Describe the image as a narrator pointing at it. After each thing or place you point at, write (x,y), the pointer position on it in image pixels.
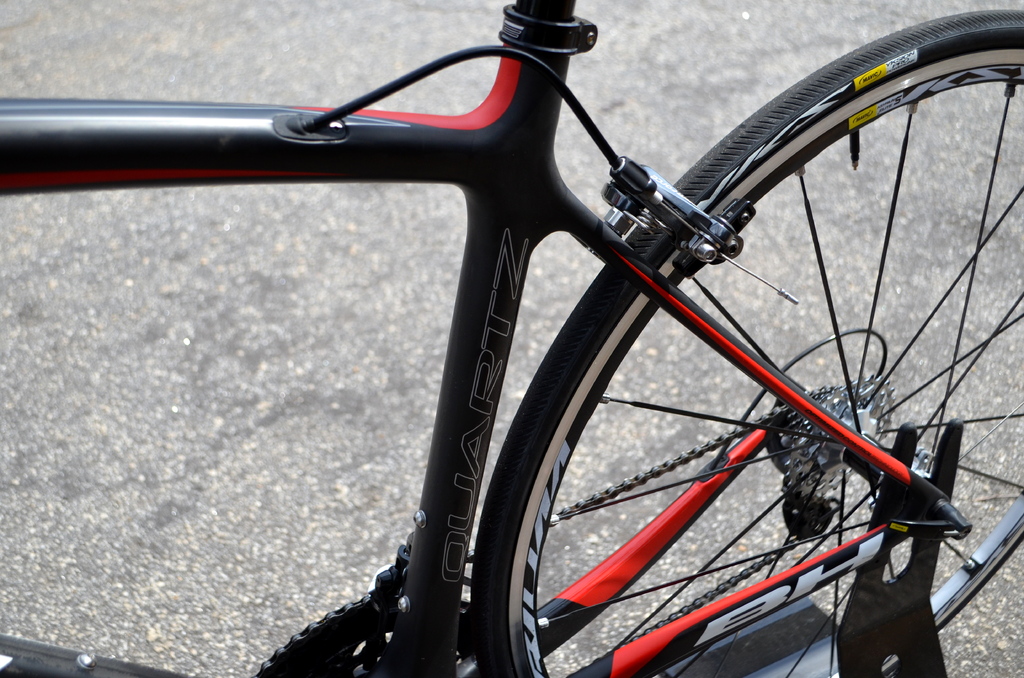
Here we can see a bicycle (569,334) which is truncated and there is a road (864,343).
